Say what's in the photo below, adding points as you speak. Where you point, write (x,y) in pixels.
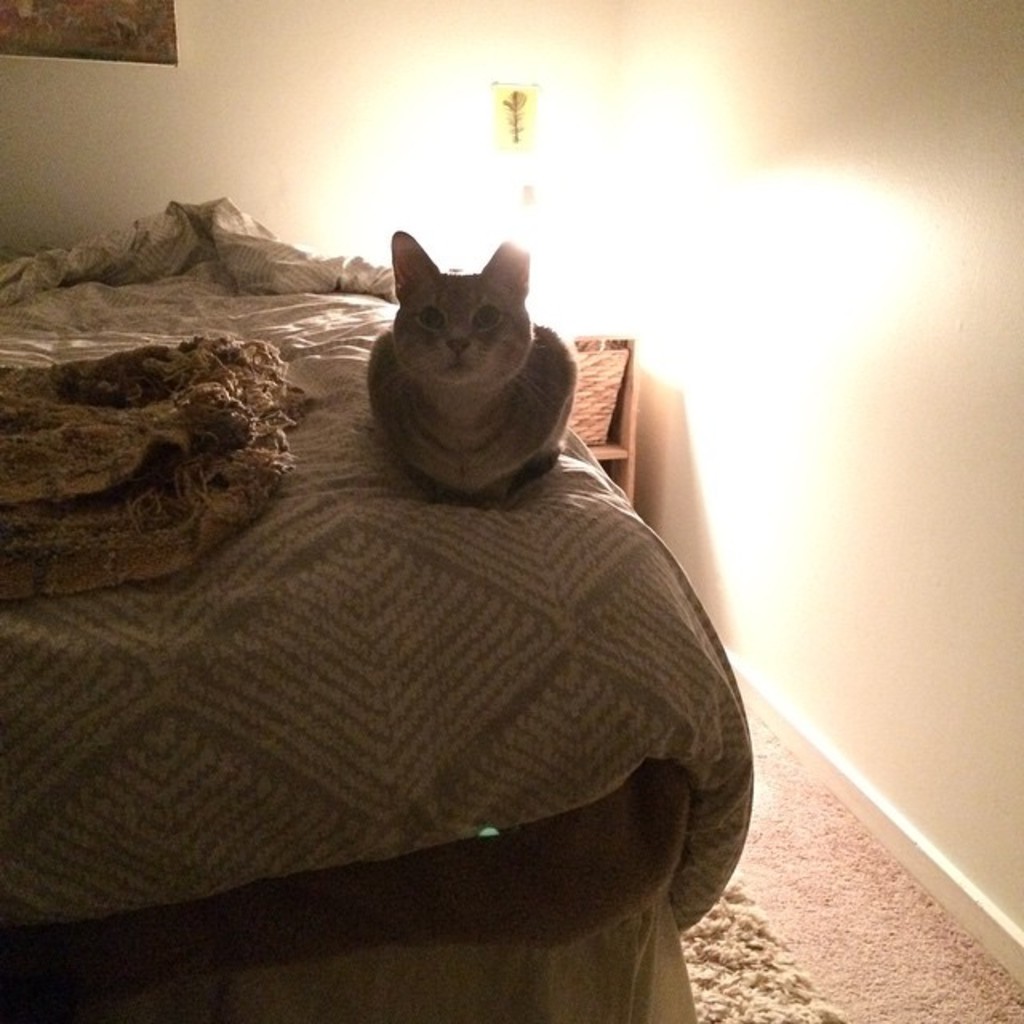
In this picture we can see a bed (648,742) here, there is a bed sheet (339,357) and a cat (457,361) present on the bed (612,850), in the background (429,187) there is a wall (297,41), we can see lamp (589,247) here, at the bottom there is a mat (793,1013).
